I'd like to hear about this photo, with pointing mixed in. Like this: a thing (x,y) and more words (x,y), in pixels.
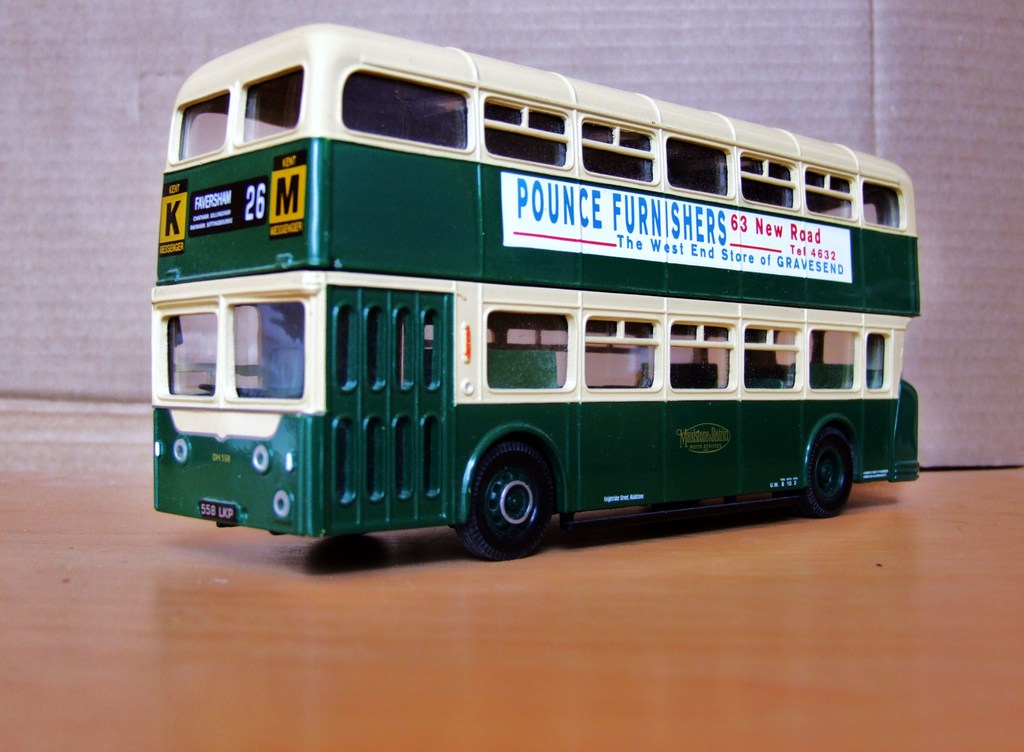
In this picture, we see a double decker bus (164,363) which is in white and green color. We even see some text (647,231) written on it. This toy bus (599,301) is placed on the brown table (446,530). Behind that, we see a brown color cardboard (748,113).
